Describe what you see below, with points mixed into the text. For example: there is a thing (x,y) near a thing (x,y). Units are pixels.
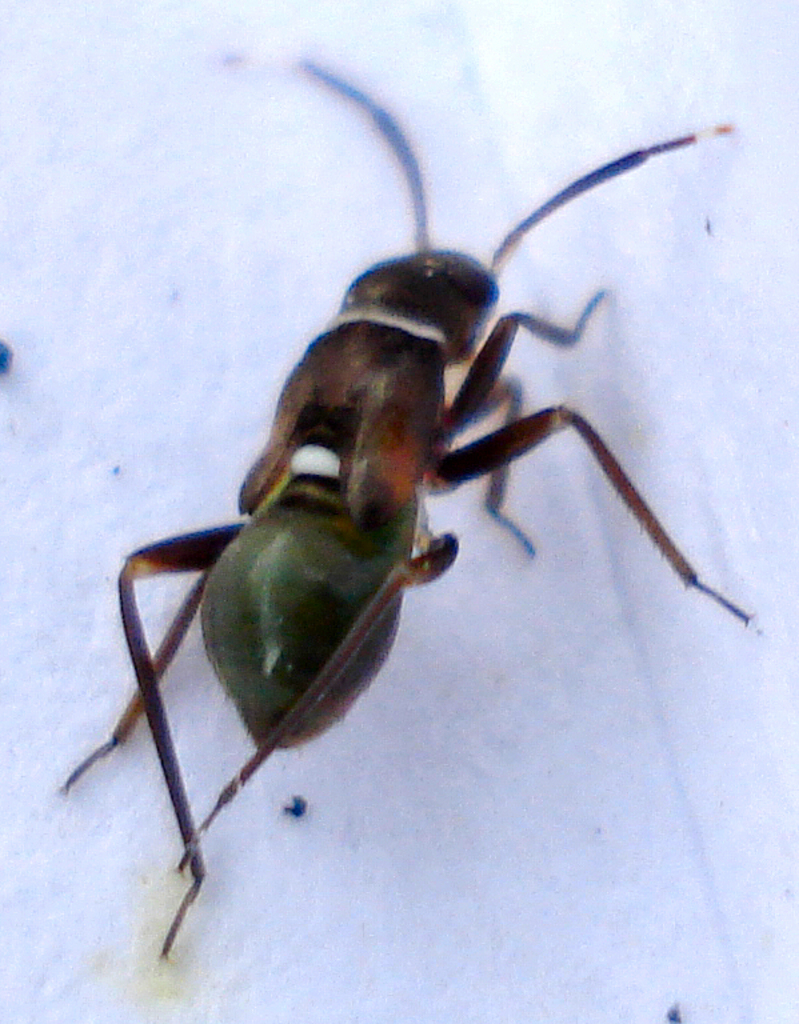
In the center of the image (290,629), we can see an insect (308,597).
